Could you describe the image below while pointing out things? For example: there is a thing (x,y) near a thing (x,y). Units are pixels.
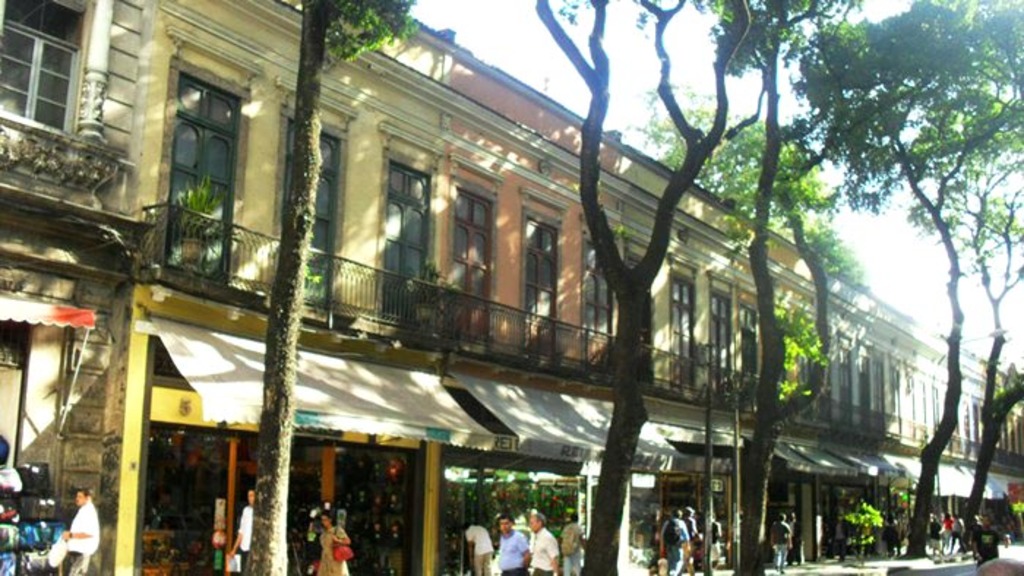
In this image I can see buildings (545,467), trees (922,542), stores (436,552), plants (195,204), people (976,559), sky (517,23), railing (853,434) and objects (468,498).
